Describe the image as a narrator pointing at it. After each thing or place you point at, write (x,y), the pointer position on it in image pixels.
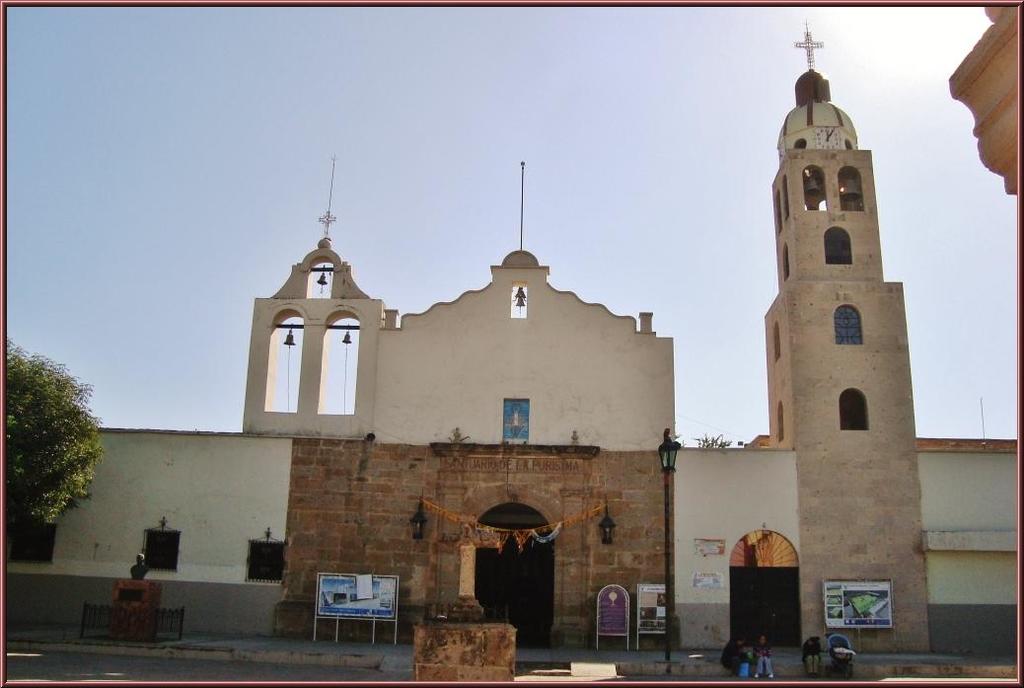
This image is clicked on the road (241,669). Beside the road (283,670) there is a walkway (603,660). There are boards (354,600) on the walkway (175,636). To the left (141,596) there is a sculpture (137,564) on a pillar (146,618). Around the sculpture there is a railing (160,621). To the right (735,654) there are people (819,655) sitting on the walkway (793,660). Beside the walkway (776,672) there is a building (714,500). In the center of the building (566,407) there is a picture frame (524,420) on the wall (501,426). At the top of the building (489,377) there are bells (520,290) and a cross (810,45). At the top (430,72) there is the sky (385,72). To the left (71,408) there is a tree (62,479). There is a street pole (669,563) on the walkway (634,665).
